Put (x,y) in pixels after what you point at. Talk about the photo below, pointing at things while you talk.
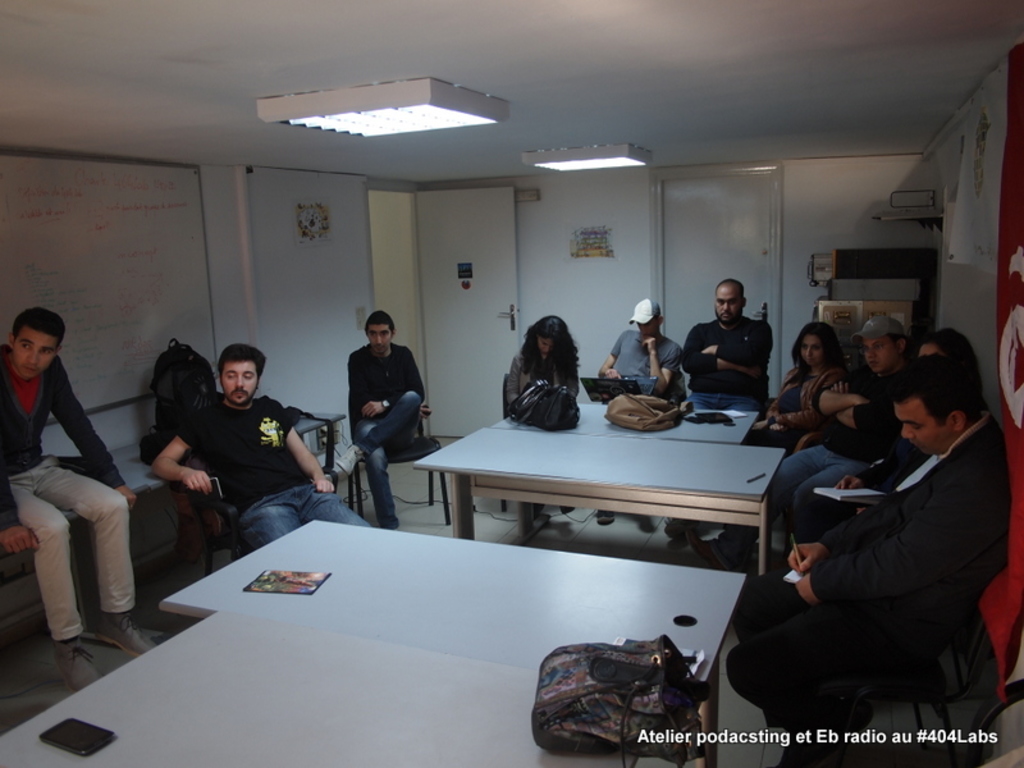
In the image we can see there are people (565,347) who are sitting on chair (856,684).
